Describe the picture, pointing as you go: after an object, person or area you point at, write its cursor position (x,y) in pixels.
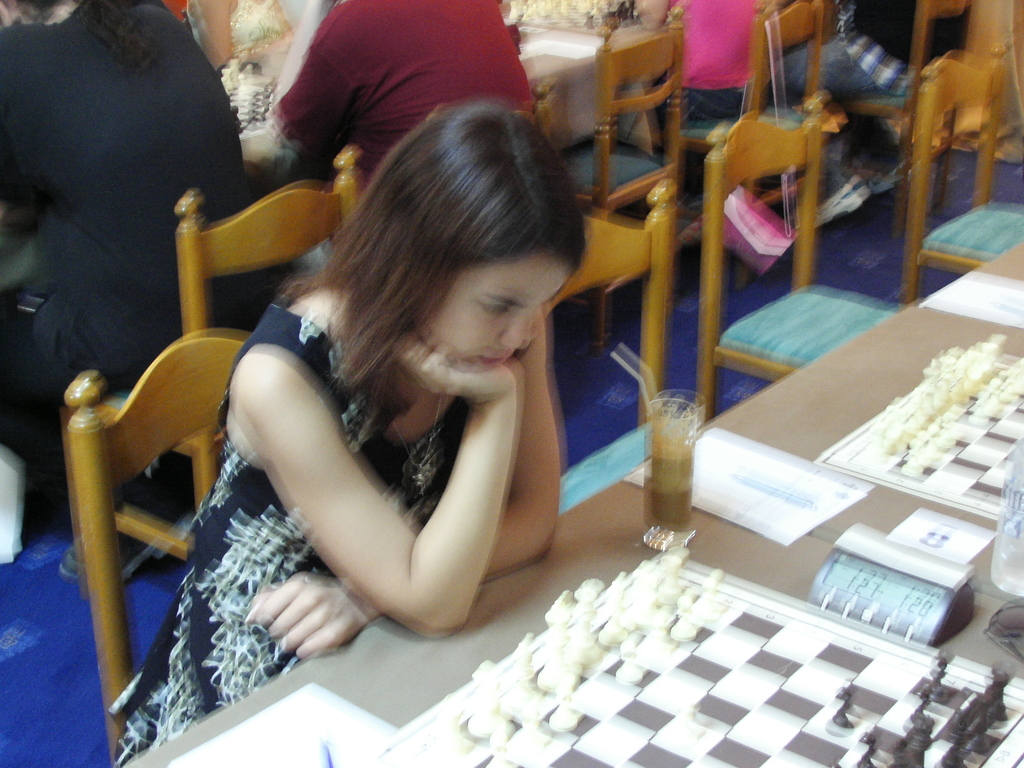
In the image we can see there is a woman (483,223) who is sitting on chair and on table (292,679) there is chess board (692,686) with coins (845,704) and there is juice glass (660,421) with straw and there is a stop watch (862,572) and at the back (211,85) there are others (316,82) who are sitting on chair (634,104).
